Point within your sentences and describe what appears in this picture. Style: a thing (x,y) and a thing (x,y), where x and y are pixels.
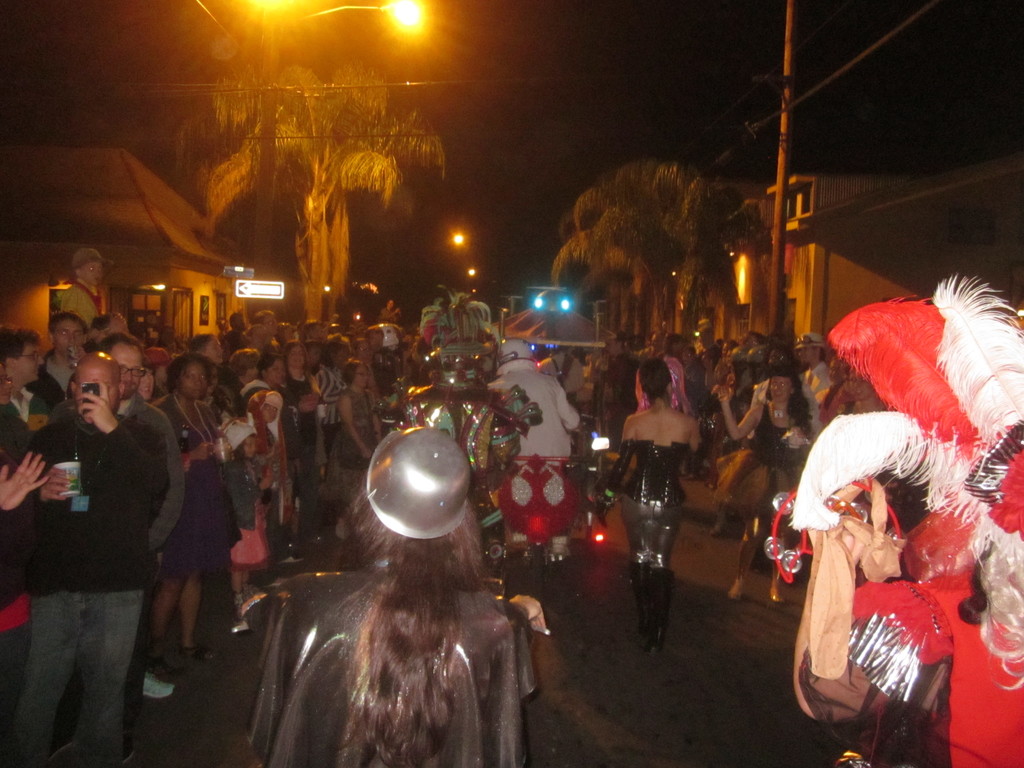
As we can see in the image there are many people (384,469), house (132,259), trees (319,233) and lights (459,241).
